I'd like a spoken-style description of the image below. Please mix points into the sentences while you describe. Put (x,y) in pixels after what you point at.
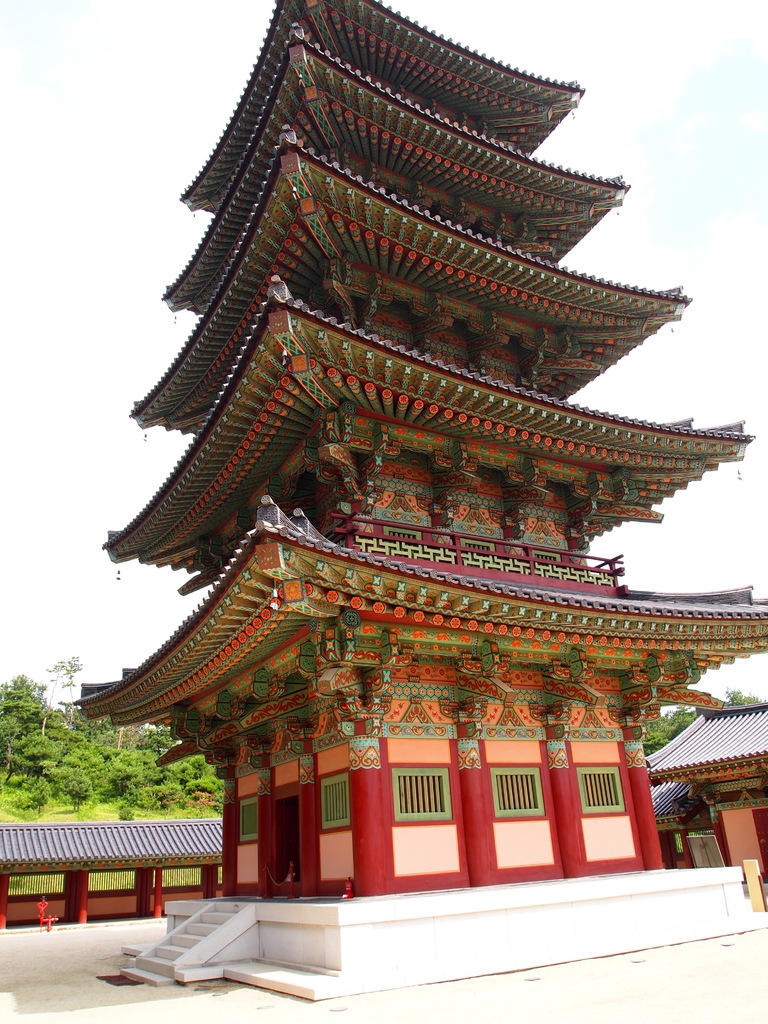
In this image in the center (385,500) there is one house (378,551), and in the background (735,765) there are some houses (81,839) and trees (170,792). On the top of the image (142,119) there is sky (134,579), at the bottom (203,1000) there is a walkway (106,933).
